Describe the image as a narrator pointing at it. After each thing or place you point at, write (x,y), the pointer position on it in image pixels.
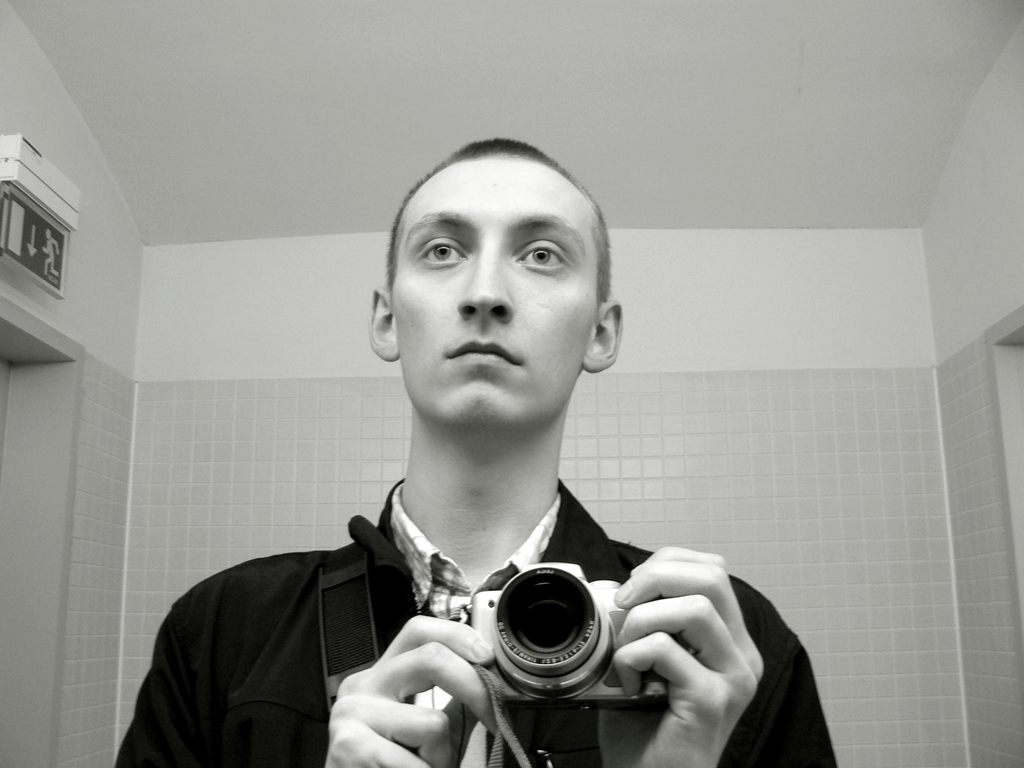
This image consists of a man (570,747) holding camera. It is clicked in a room (669,190). In the background (126,419) there is a wall (237,283). He is wearing a black jacket (207,703).
